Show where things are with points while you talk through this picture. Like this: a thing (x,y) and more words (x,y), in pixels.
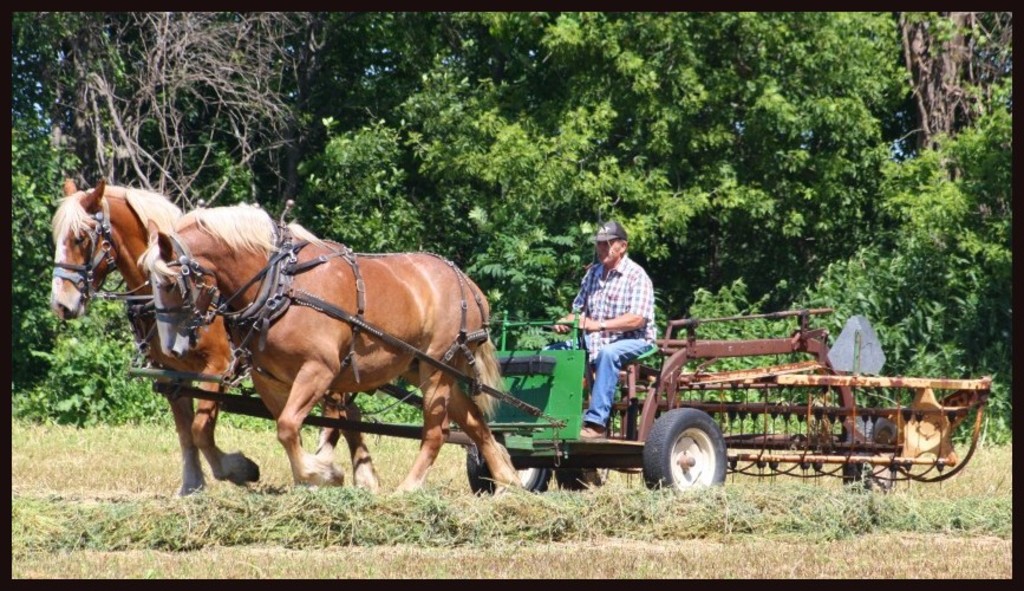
In this image there is grass (527,568). There are horses (184,336). There is a farm machine (621,415). There is a person (614,348). There are trees (401,160) in the background (720,252).
